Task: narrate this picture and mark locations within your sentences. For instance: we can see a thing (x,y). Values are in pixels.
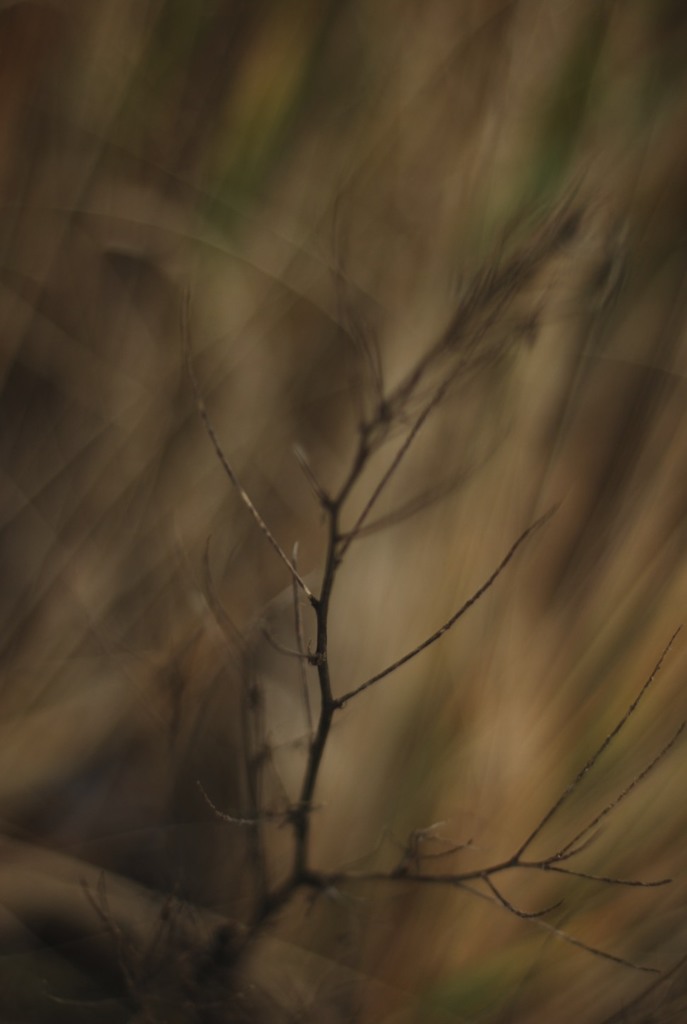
In this blurred image there is a dry branch (269,905) of a tree (276,898).
